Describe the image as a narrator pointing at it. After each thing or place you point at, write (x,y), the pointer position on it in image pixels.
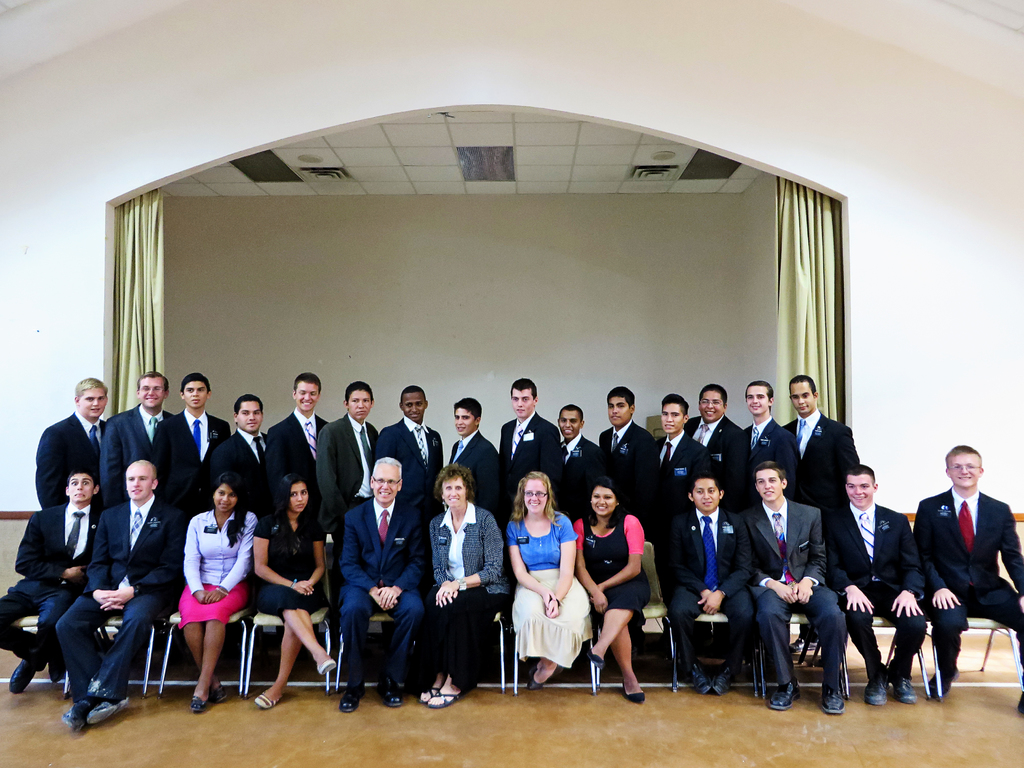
In this image I can see the ground (502,735) and few chairs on the ground (474,746). I can see few persons (305,617) sitting on the chairs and few other persons (762,456) wearing white colored shirts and black colored blazers (785,426) are standing behind them. In the background (134,397) I can see the wall (112,249), two curtains (142,303), the ceiling (364,153) and two vents (318,173) to the ceiling (371,171).
